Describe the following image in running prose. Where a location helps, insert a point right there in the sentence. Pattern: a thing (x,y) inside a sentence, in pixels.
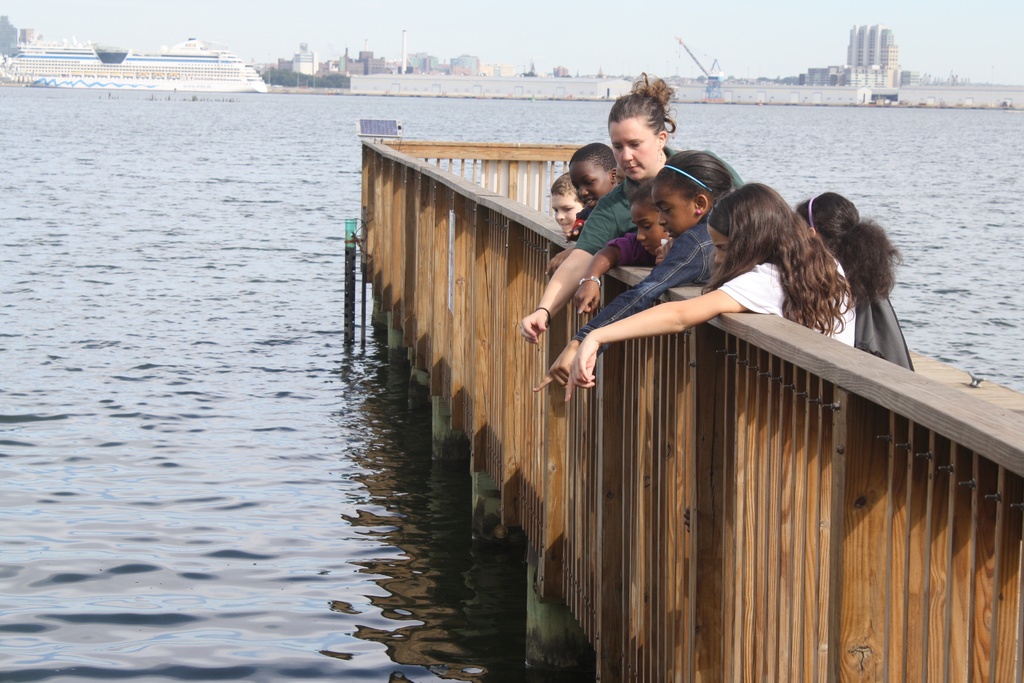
In this picture I can see the water (330,466) at the bottom (333,524), on the right side (714,555) it looks like a wooden railing (610,391), there are few people (566,286), in the top left hand side (19,71) there is a ship (223,78). In the background (332,70) there are buildings (496,65), at the top (505,33) there is the sky (579,47).
